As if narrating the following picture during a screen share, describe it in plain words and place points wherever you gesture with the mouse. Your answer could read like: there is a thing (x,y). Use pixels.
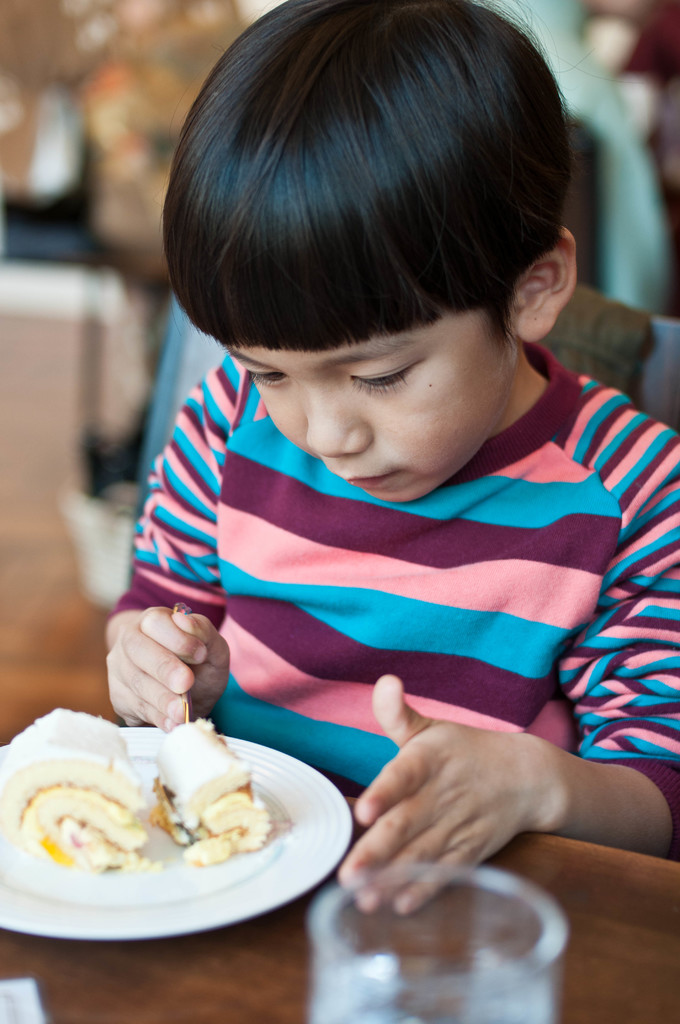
There is a child (634,619) wearing a full sleeves t shirt (620,622). There is table (226,978) at the front (215,980) on which there is a glass (395,944) of water (445,993) and a white plate (84,888). On the plate (60,872) there is a cake roll (92,818) and the child (167,725) is holding a spoon (184,695) and cutting it. The background (111,22) is blurred.
